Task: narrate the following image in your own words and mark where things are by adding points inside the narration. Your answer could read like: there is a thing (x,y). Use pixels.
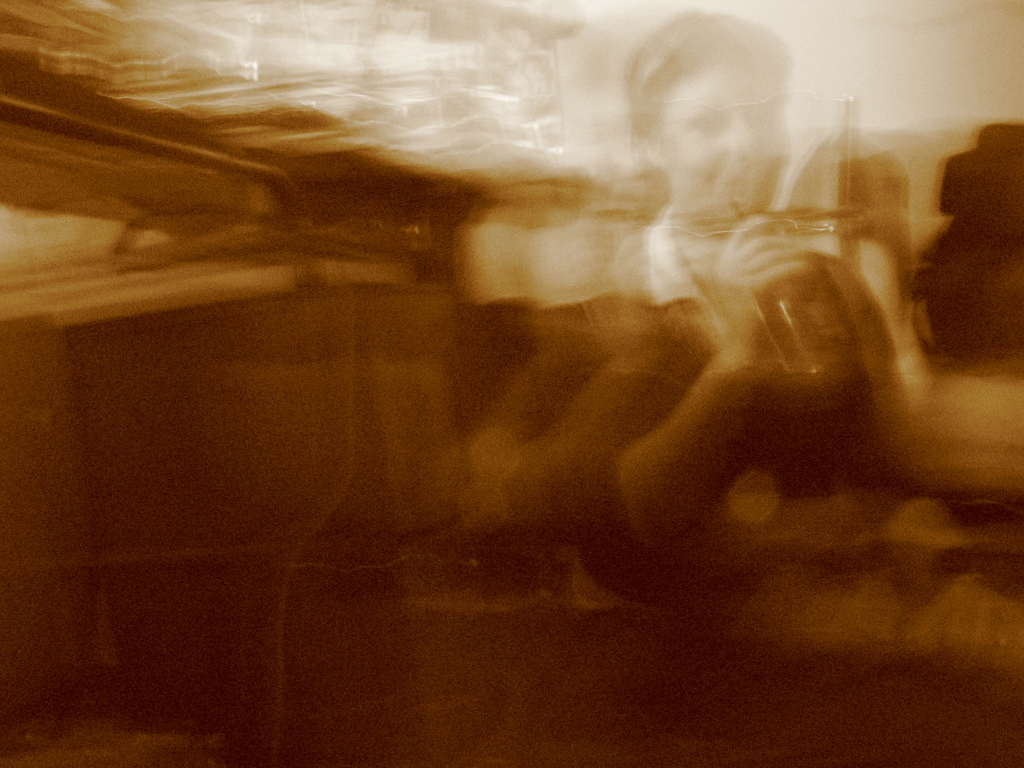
This is a blur image. I think there is a person (709,381) holding an object (806,337).
